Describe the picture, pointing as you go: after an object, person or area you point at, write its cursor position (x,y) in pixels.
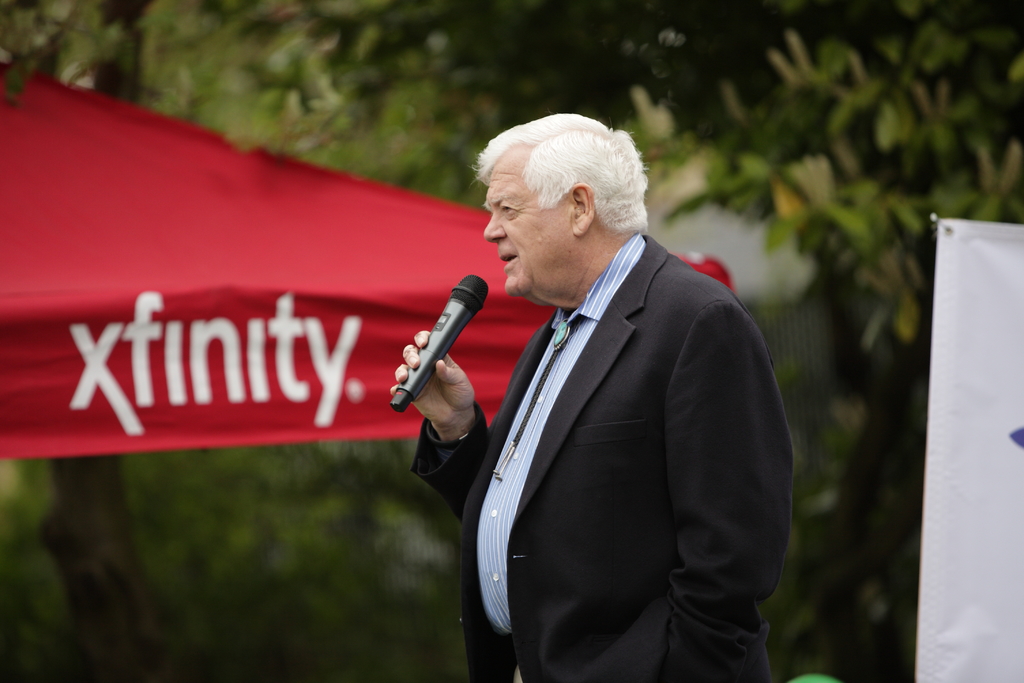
In this image, In the middle (675,444) there is a old man (453,390) standing and he is holding a microphone (415,390) which in black color he is speaking in the microphone (433,365), In the background (34,398) there is a red color tent (221,256) and there are some green color trees (456,45), In the right side (964,400) there is a white color poster (961,381).
